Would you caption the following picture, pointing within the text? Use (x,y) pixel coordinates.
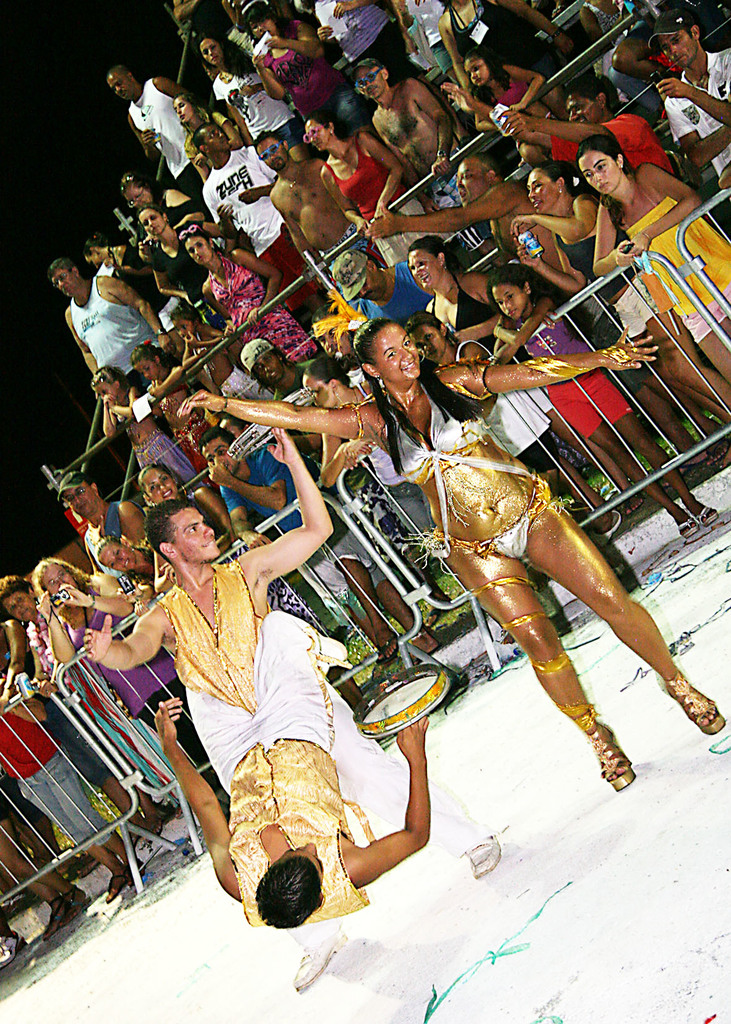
In the foreground of the image (307,914) there are three people (497,615) performing on the white color surface (366,910). In the background of the image (222,420) there are people (373,288) standing. There are fencing's (613,277).
